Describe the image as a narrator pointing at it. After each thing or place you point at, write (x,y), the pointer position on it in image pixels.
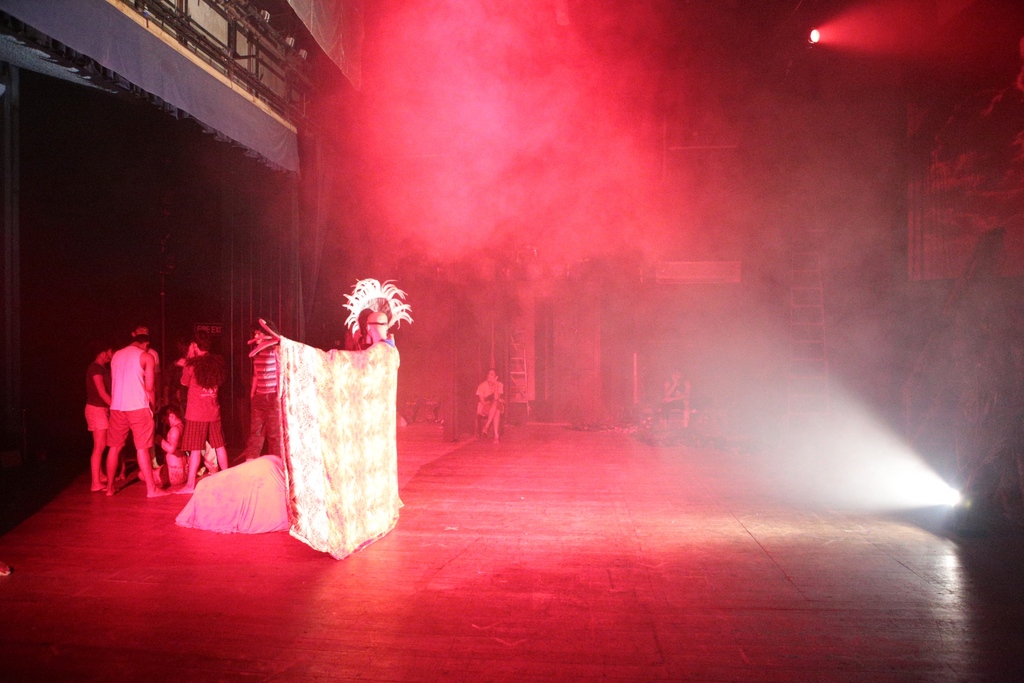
In this image there is a person (359,412) standing. The person (339,384) is wearing a robe (355,391). To the left (129,395) there are a few people (191,431) standing on the floor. In the background (489,383) there are two persons (498,397) sitting on the chairs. Behind them there is a wall (576,290). There is smoke (466,166) in the image. In the top right (815,38) there are spotlights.
